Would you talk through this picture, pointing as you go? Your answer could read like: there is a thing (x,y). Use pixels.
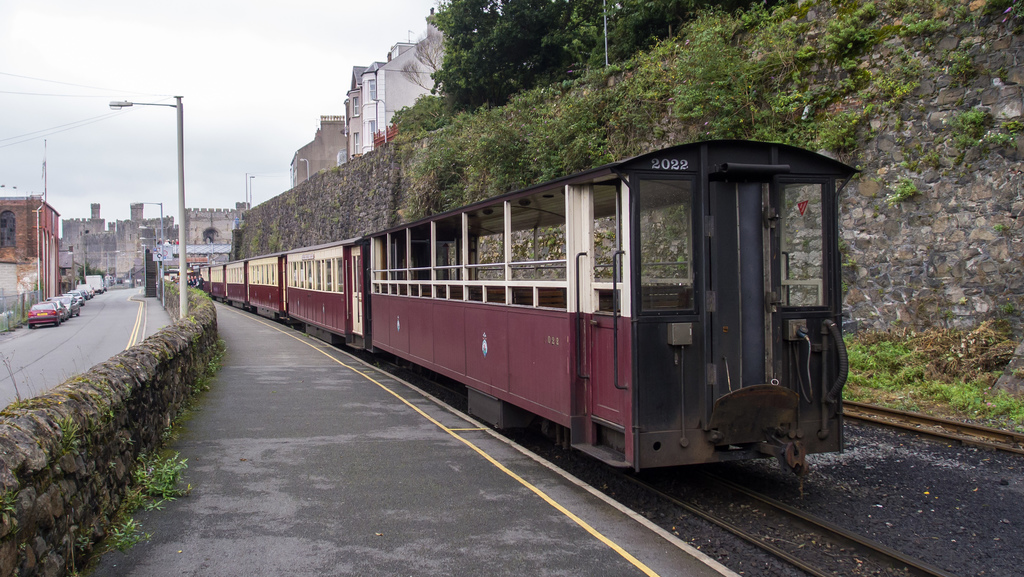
In the picture I can see a train (568,234) on the track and it is on the right side (703,407). I can see the fence wall (173,321) on the left side (173,321). I can see the vehicles (49,315) on the side of the road (113,293). In the background (115,275), I can see the buildings (238,206) and I can see the light poles (180,217) on the side of the road (91,318). There are trees (626,48) at the top of the image (559,38). There are clouds (269,42) in the sky (276,67).
